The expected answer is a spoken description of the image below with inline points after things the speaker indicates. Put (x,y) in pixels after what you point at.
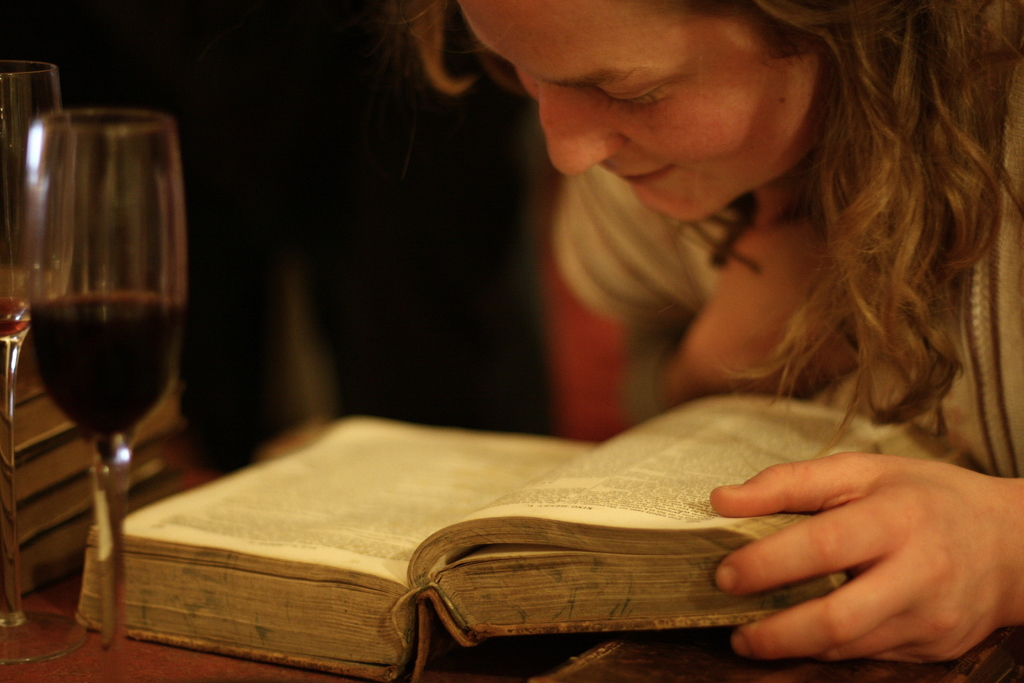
There is a lady (750,342) holding a book (446,508). And the book (218,634) is on a table (284,673). Also there are glasses (137,386).
